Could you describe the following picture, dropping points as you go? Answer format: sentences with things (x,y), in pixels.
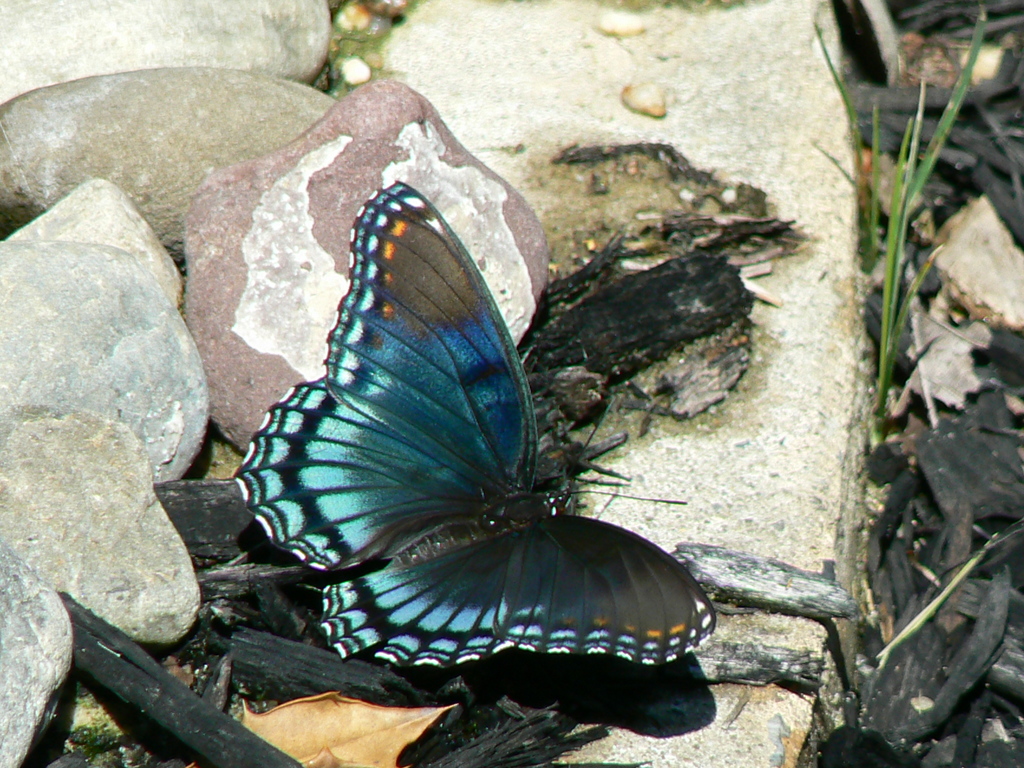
In this image I can see blue colour butterfly (469,581), grass (878,180) and few black colour things (173,760). I can also see few stones (129,156) over here.
